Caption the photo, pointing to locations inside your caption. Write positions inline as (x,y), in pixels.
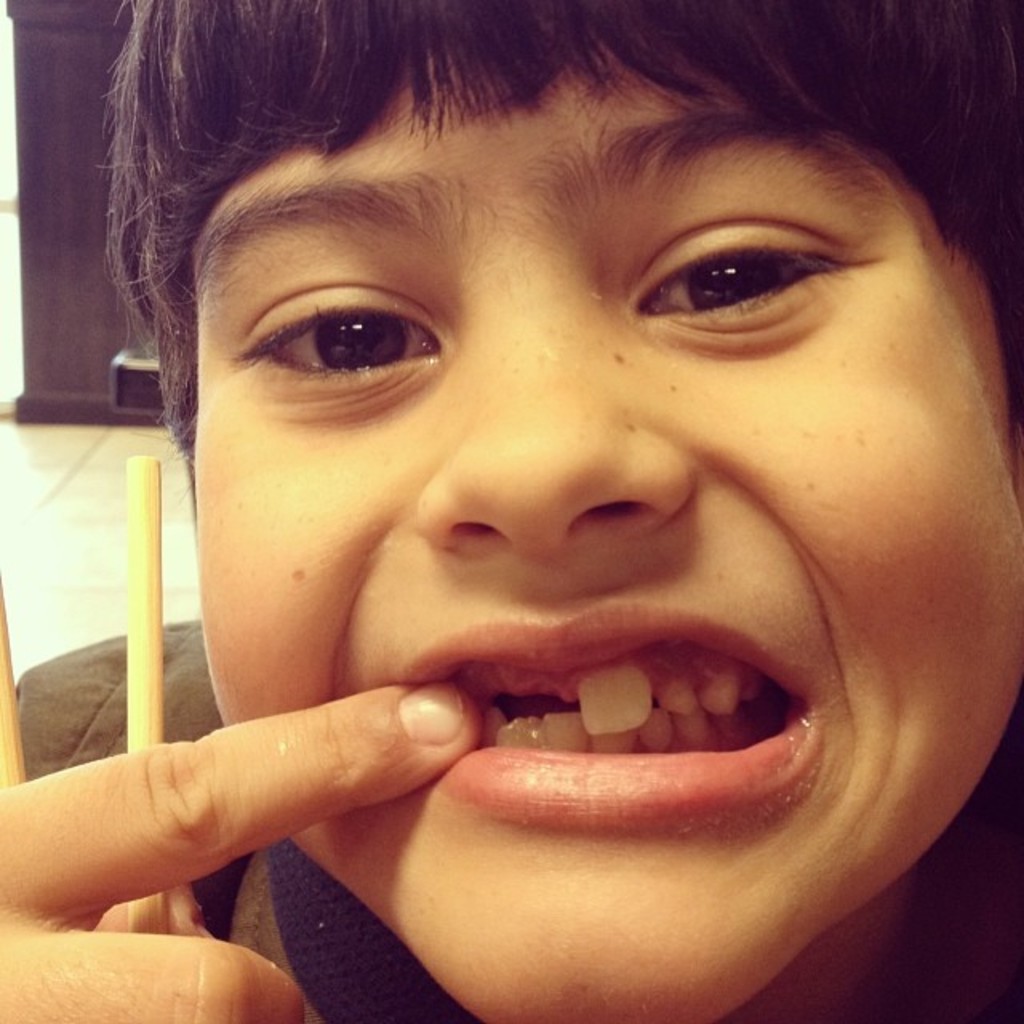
In this image there is a person (164,206) holding two sticks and his teeth (506,733) with a finger (265,742), and at the background (81,306) there is an object (75,319).
